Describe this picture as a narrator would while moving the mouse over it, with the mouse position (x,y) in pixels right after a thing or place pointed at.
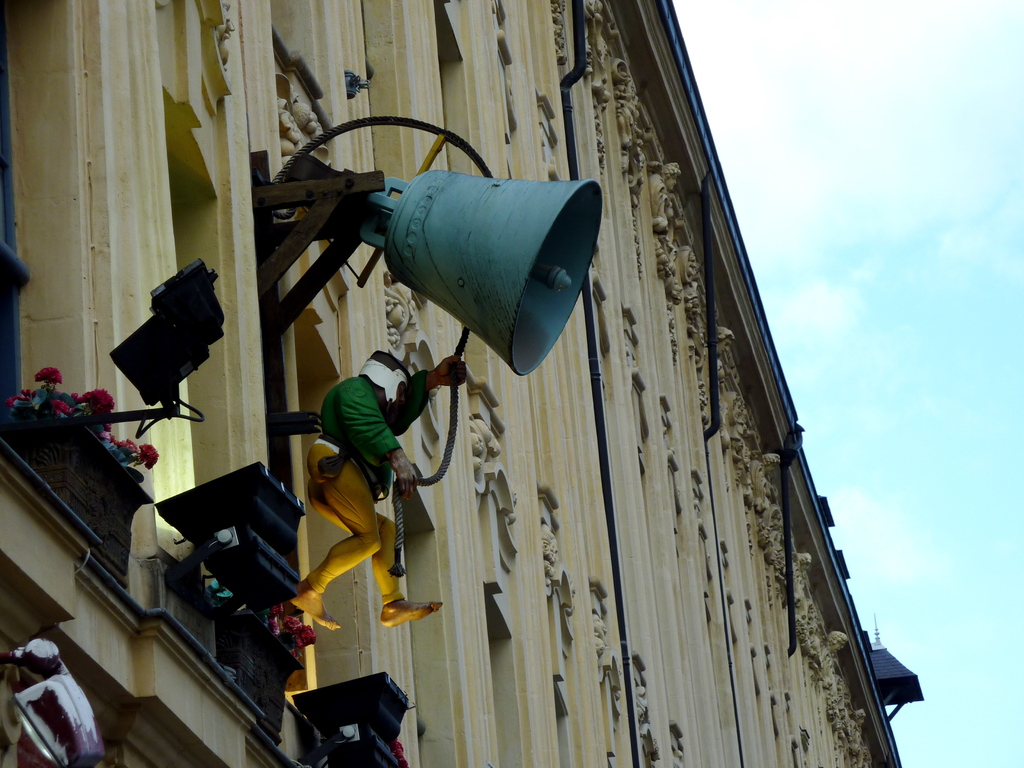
In this picture there is a person (415,400) holding a rope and we can see bell (472,183), lights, flowers (86,401) and building (29,476). In the background of the image (880,374) we can see the sky (873,97).
